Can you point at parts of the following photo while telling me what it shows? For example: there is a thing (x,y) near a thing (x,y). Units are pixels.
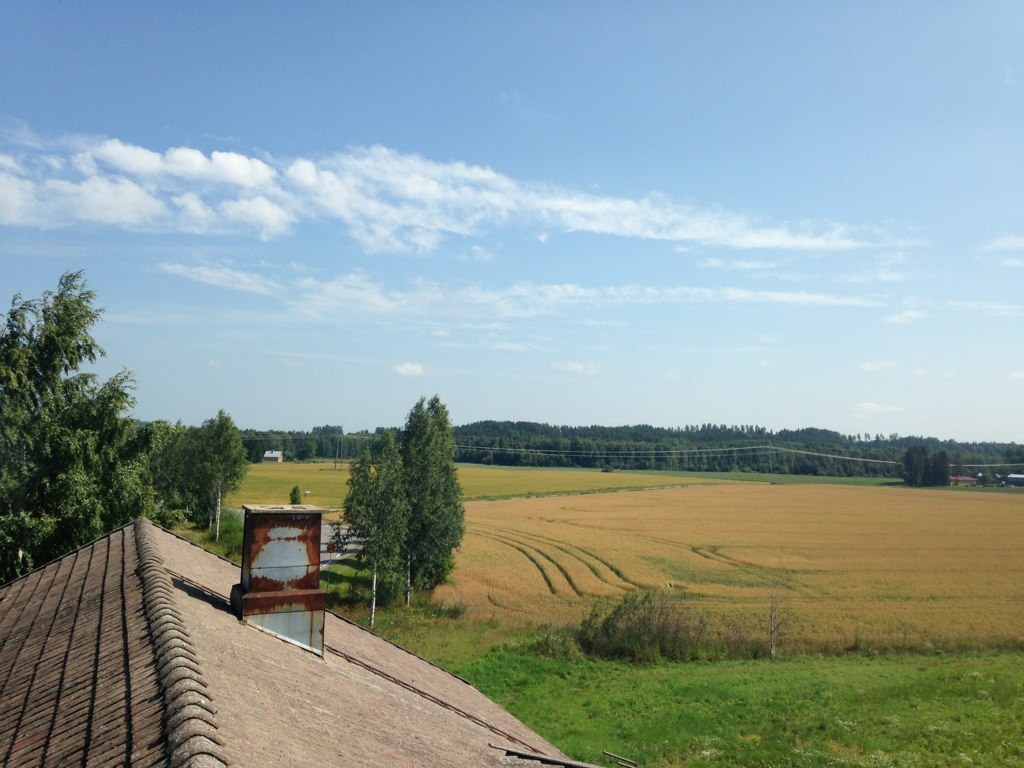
There is a roof (190,684) at the left (142,518). There are trees (110,438) behind it. There is grass (894,701) at the right (934,488). There are wires (880,461) and trees (602,446) at the back (912,464). There is sky (372,216) on the top (549,253).
